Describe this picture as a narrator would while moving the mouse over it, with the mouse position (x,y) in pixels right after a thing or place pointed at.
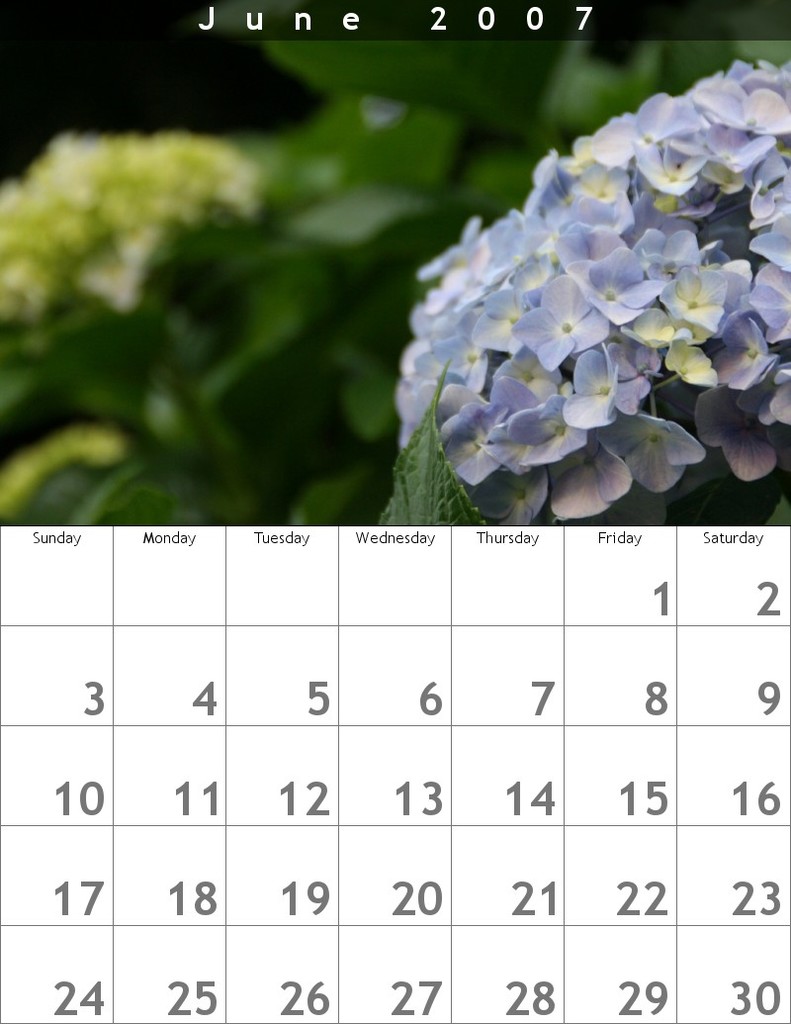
In this image I can see a calendar (399,727). Here I can see flowers (538,390) and a title (542,24). The image is blurred over here.
